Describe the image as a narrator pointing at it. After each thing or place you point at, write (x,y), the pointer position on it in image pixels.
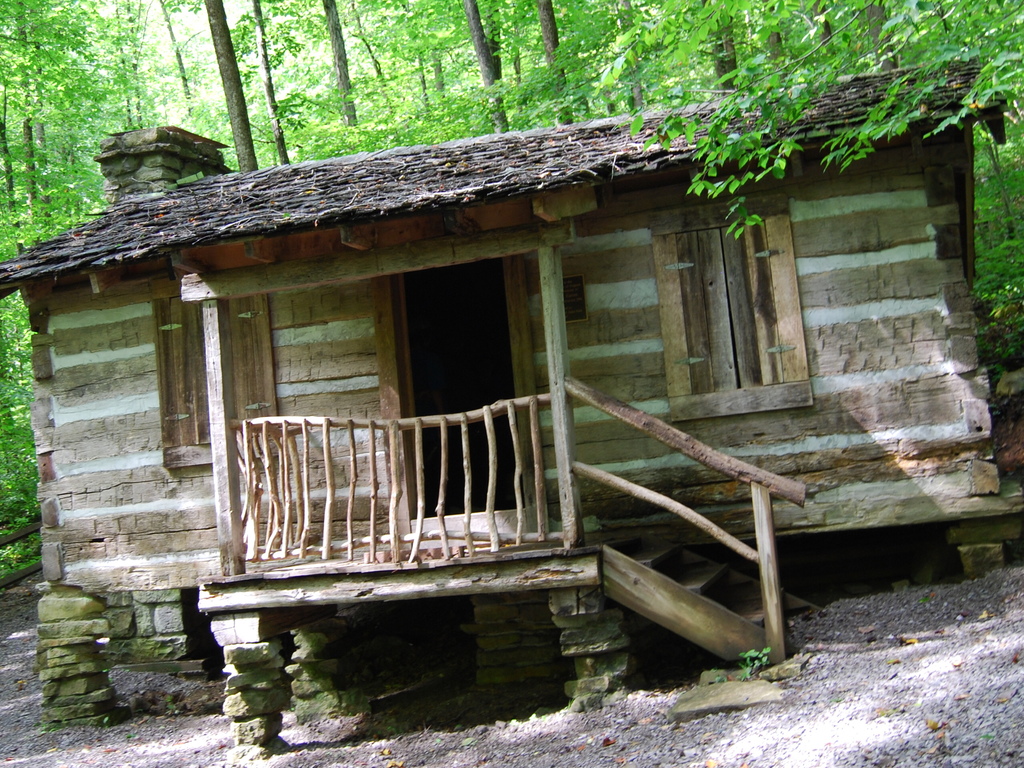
In this image we can see the wooden house (699,345). And we can see the windows (695,341) and the door (454,391). And we can see the wooden railing (492,440) and stairs (750,587). And we can see the trees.
